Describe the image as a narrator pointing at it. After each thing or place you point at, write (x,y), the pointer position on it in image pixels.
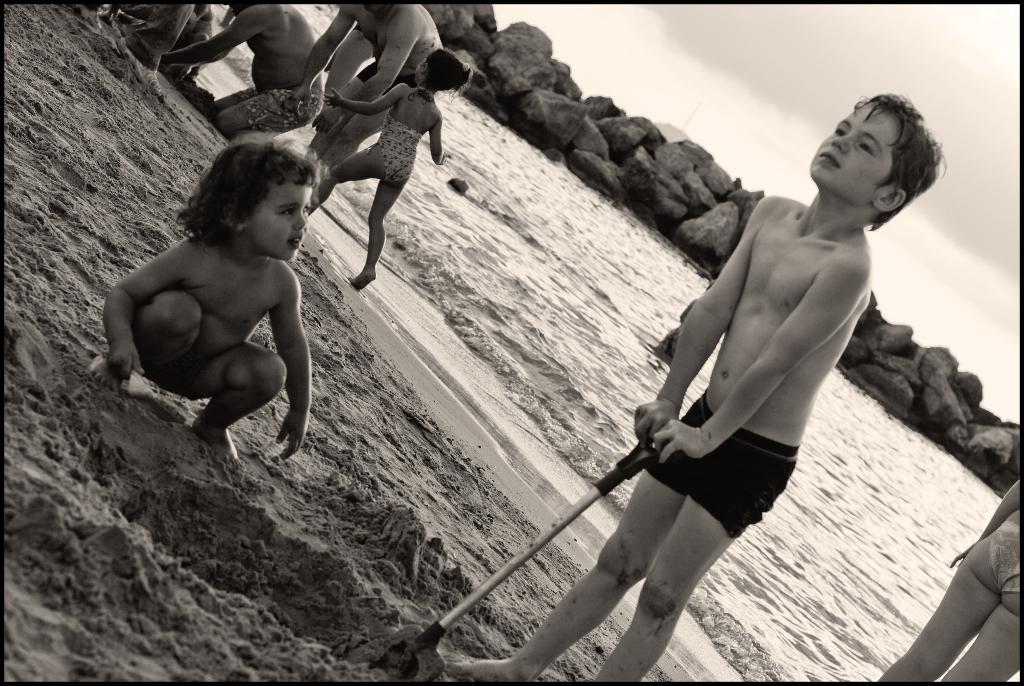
In this image I can see some kids (697,422) are playing in the sand (311,565). In the background (523,294), I can see the water (567,286) and big stones (654,180). I can see clouds (818,59) in the sky (909,56).
